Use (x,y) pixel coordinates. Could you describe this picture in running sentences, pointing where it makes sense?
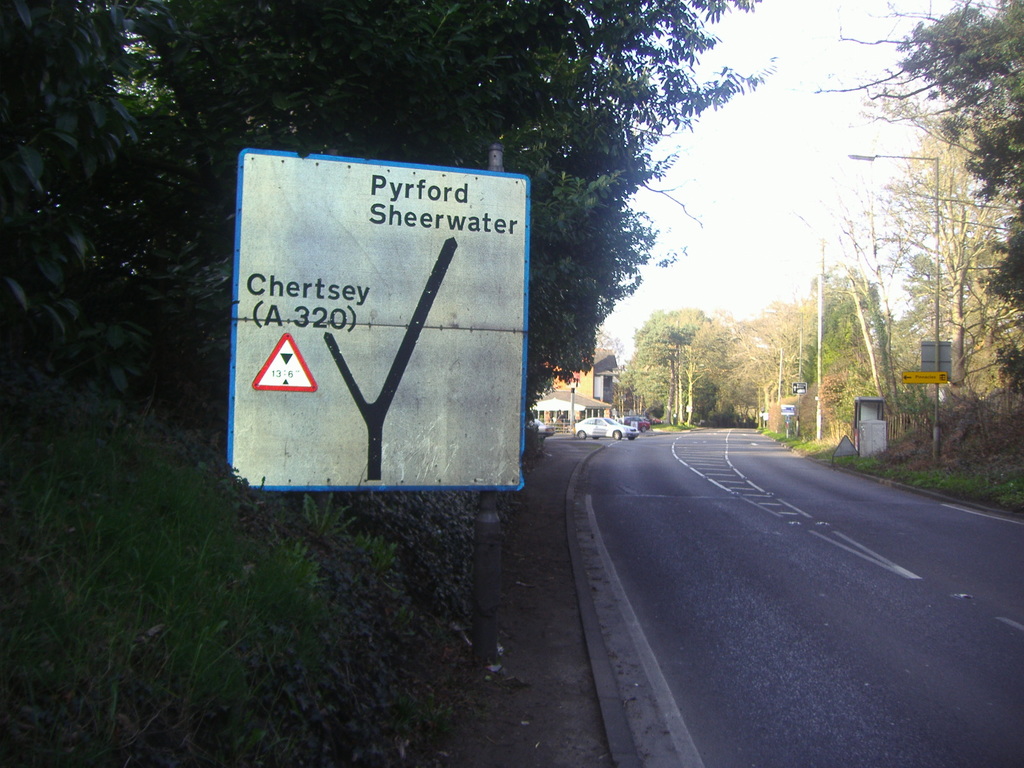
In this picture there are poles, cars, and houses (607,375) in the image and there is a sign pole (445,438) on the left side of the image (284,288) and there are trees (184,367) around the area of the image.
